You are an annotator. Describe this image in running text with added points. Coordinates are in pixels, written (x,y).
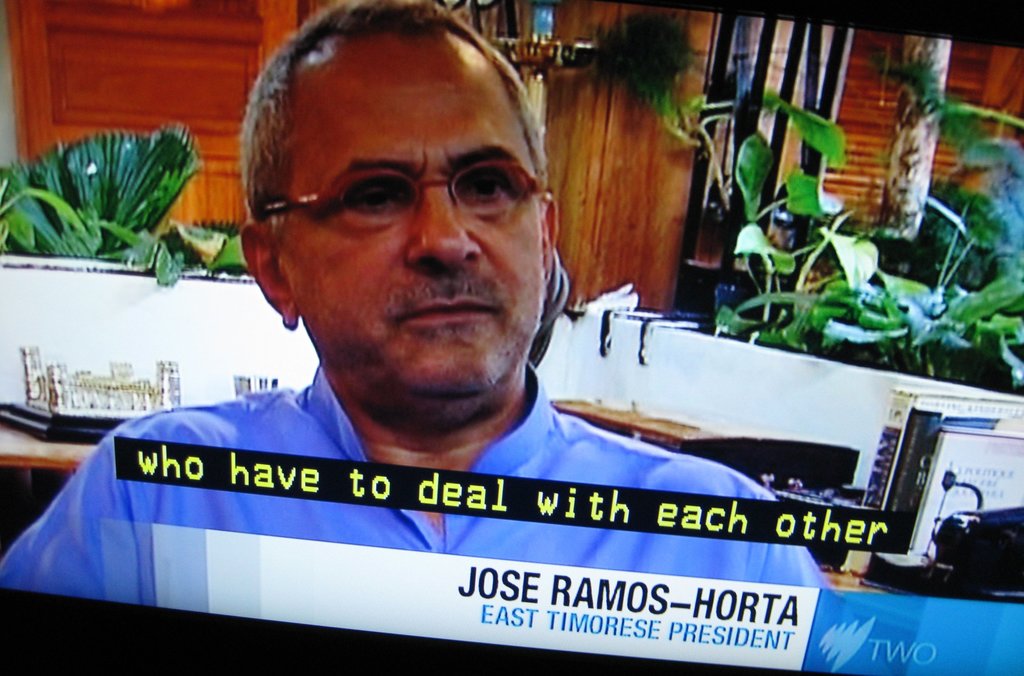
In this picture we can see a man (305,238) on the screen (223,219) and behind the man (357,416) there are books (907,434), house plants (94,214), wooden wall (614,212) and other things (236,315). On the screen (193,471) there are subtitles (463,490).
